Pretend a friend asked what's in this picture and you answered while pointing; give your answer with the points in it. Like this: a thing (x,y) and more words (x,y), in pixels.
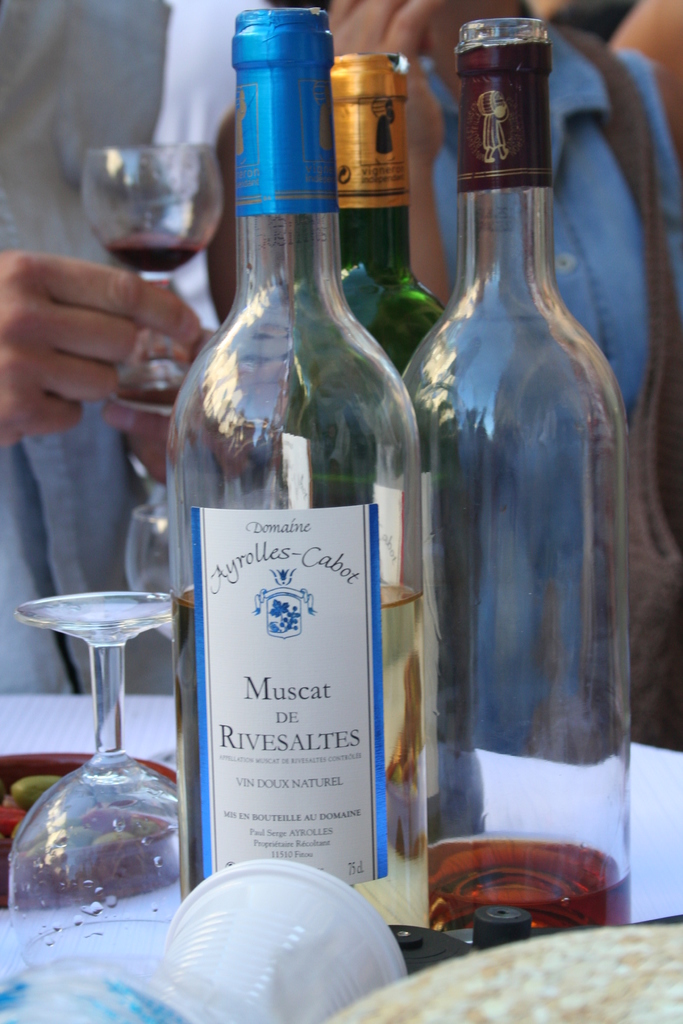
In this image there are wine bottles (377,809), wine glasses (98,830) and food (23,802) are placed on the table (643,840). In the background (606,344) there are few people (364,24). The person (108,122) to the left corner (83,312) is holding a wine glass (155,254). The person (583,172) to the right corner (622,197) is wearing a bag (631,170).
